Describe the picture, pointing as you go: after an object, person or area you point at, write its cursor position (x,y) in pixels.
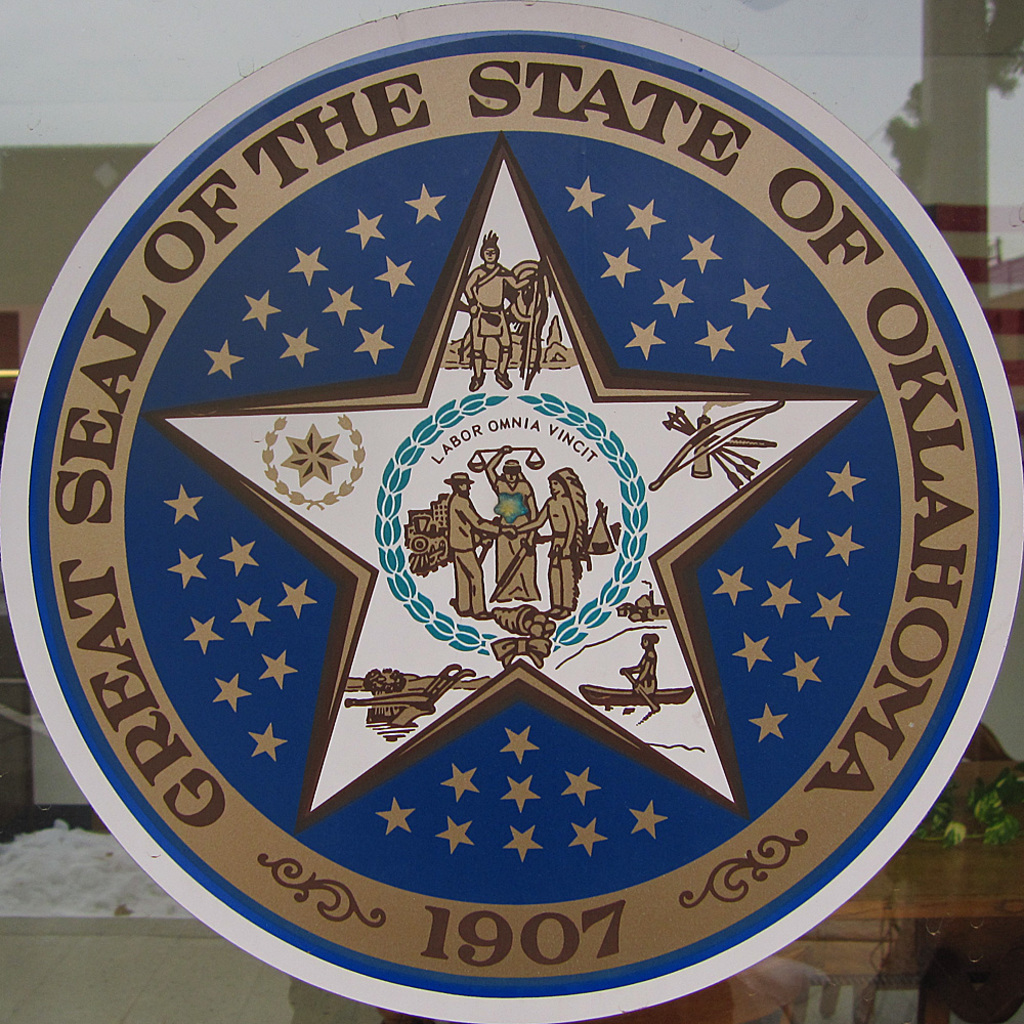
In the image we can see a board (207,472), circular in shape, on it there is a text (865,237) and some pictures (504,565) of people (530,565). This is a glass (870,105) and a floor (102,995).
